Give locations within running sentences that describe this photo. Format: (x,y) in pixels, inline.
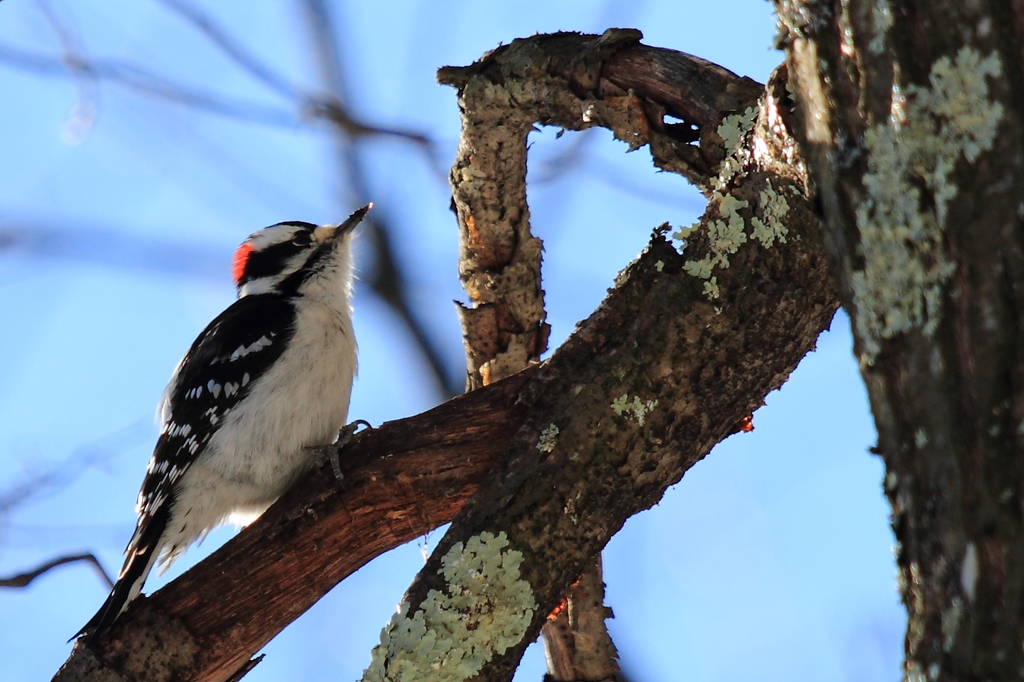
In this image we can see there is a bird (232,399) on the tree (417,498).
